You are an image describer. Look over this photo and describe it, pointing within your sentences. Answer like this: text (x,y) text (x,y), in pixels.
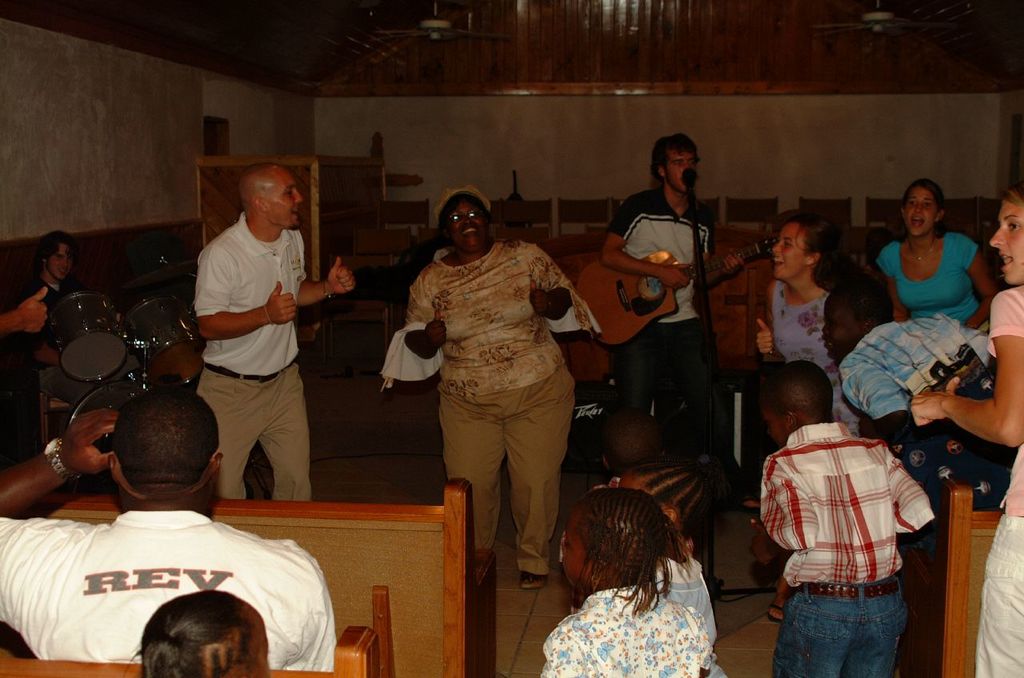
It's inside a room (400,86), there are few people (484,313) dancing and there is a man (673,229) singing song in the mic (693,198) and holding a guitar (664,287) and over left side (61,264) there is man (70,284) playing drum (92,334) and there are few kids (666,523) in the front (859,507) and guy sat on a wooden bench (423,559).
